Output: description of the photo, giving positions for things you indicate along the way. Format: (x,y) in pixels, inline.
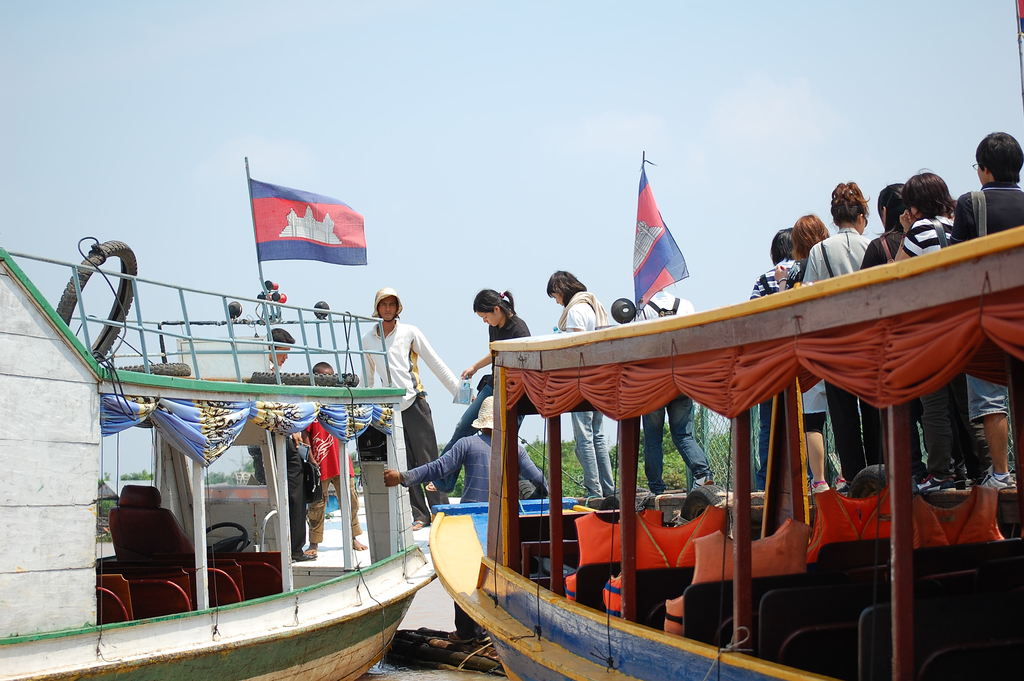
In this image we can see two boats (552,455) in the water (452,624) containing some curtains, a metal railing (90,340), a tire (101,336) tied with wires (100,356), two flags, some life jackets (675,535) on the chairs (763,613) and a steering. We can also see a group of people (422,517) standing on the boat (782,520). On the backside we can see a metal fence (751,449), a group of trees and the sky (575,192) which looks cloudy.
